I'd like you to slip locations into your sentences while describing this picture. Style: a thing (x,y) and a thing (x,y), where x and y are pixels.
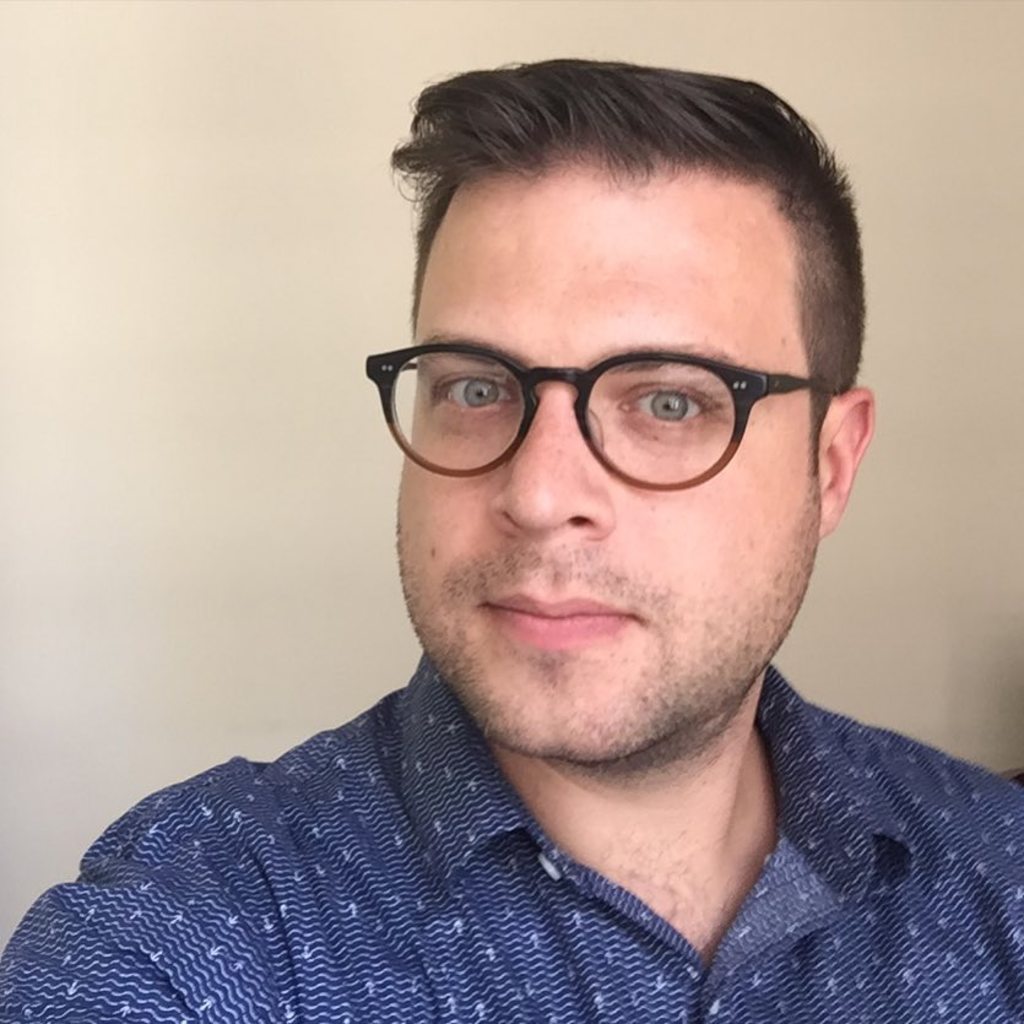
In the image we can see there is a man (444,599) and he is wearing spectacles (654,383) and shirt (190,912). Behind him there is a cream colour wall (184,479).
